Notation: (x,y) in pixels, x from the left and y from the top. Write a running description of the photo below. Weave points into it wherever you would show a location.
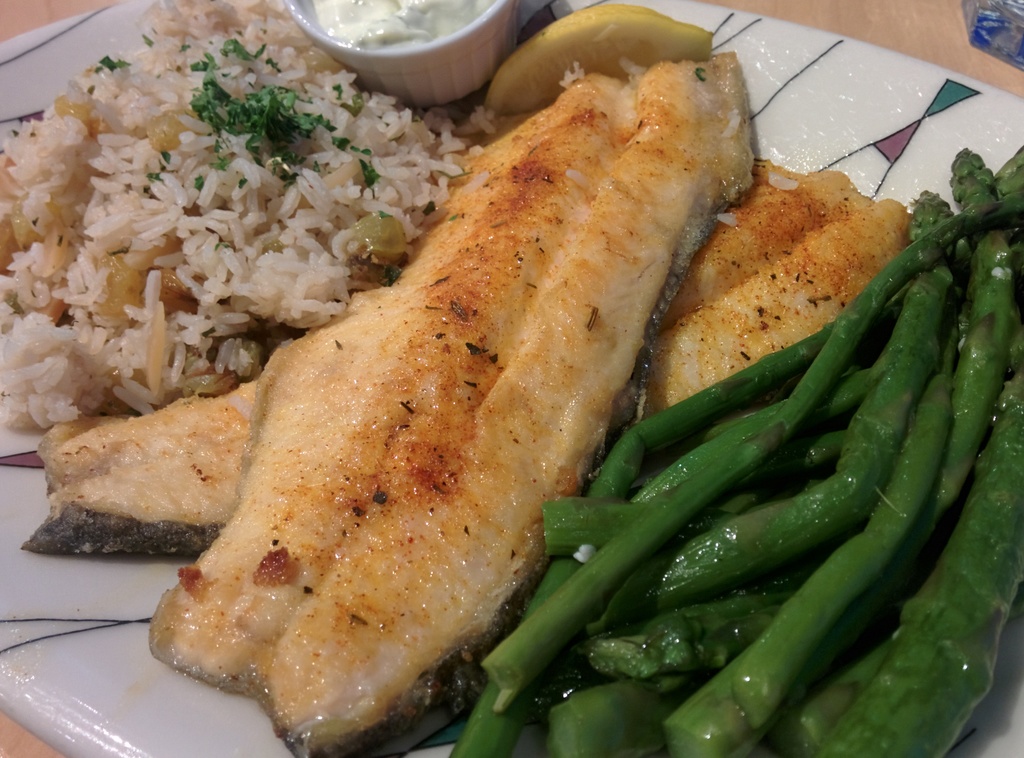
In this picture we can see a plate (110,646), there is a cup (441,62) and some food (540,112) present in this plate (127,641).
